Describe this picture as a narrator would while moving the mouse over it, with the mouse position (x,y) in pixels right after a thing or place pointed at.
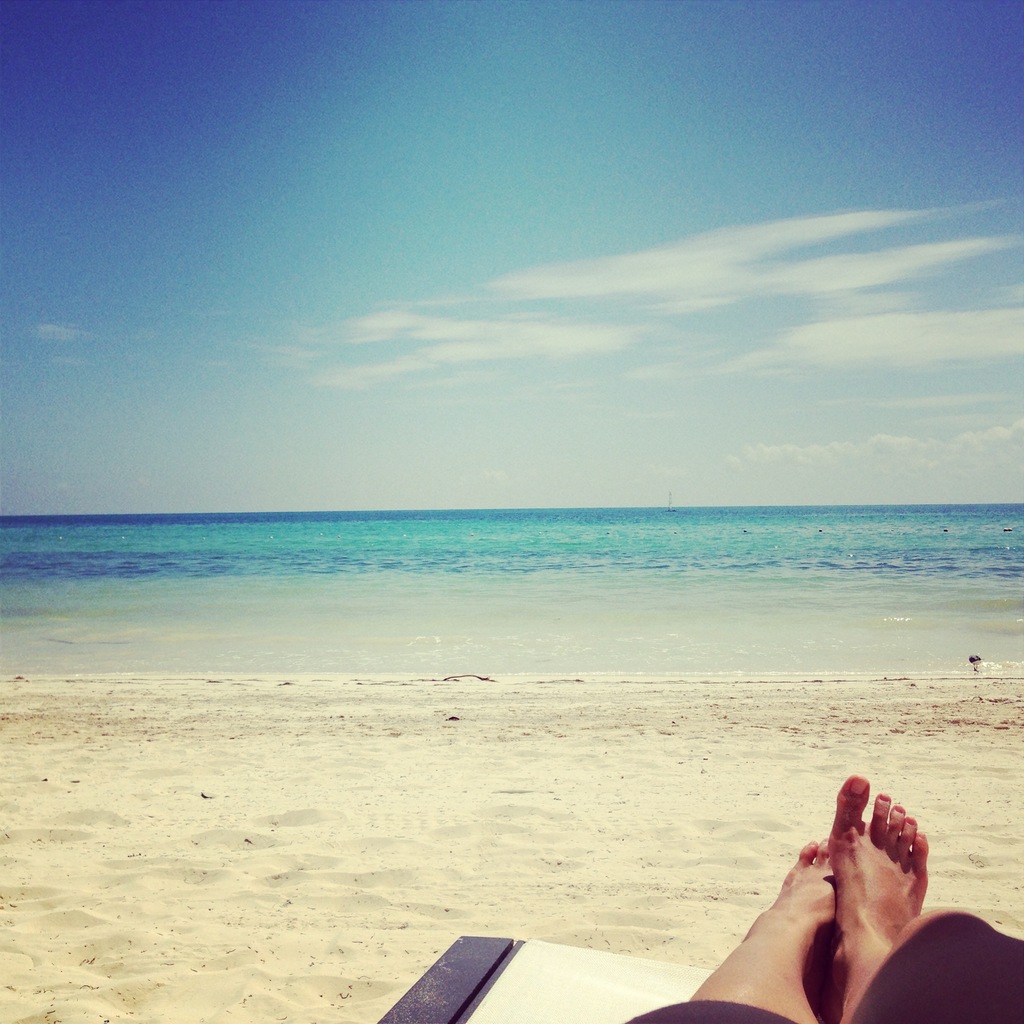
In this image at the bottom (844,855) we can see a person's legs (814,860) on an object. In the background (513,794) we can see sand (270,698), water (363,534) and clouds (315,368) in the sky (307,267).
